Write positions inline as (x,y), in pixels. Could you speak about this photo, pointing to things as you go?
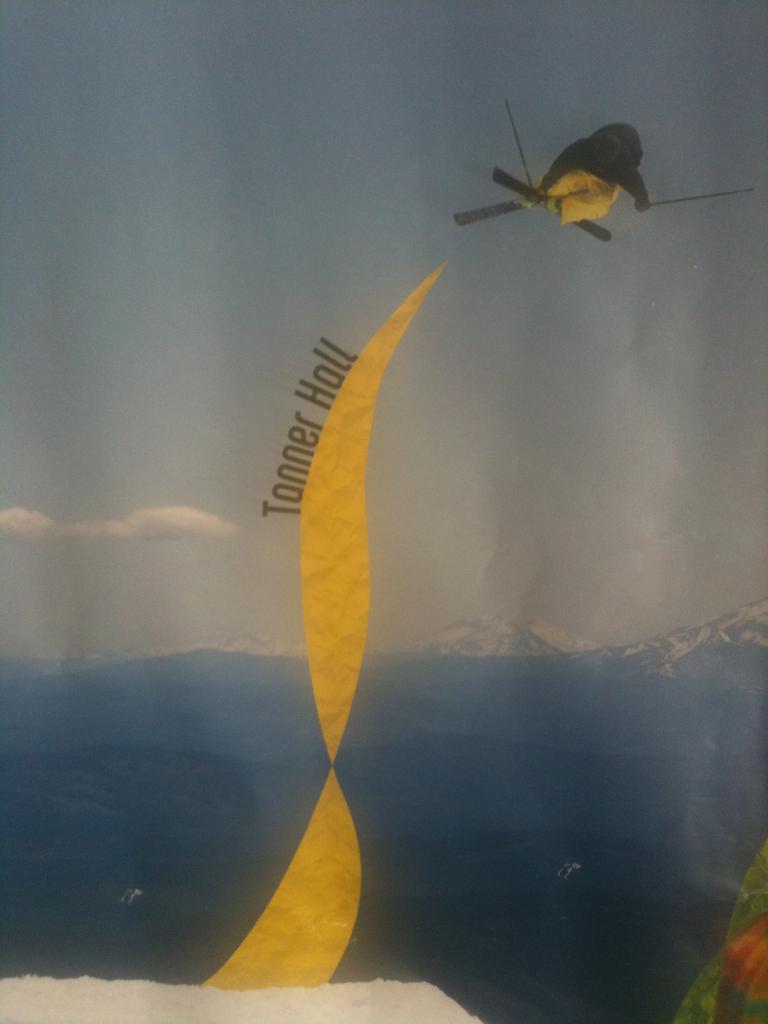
This image consists of a poster (224,486). In this image there is a sea (366,798) and sky (276,417) with clouds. There is a skier (591,184) and there is a text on the poster (276,451).
